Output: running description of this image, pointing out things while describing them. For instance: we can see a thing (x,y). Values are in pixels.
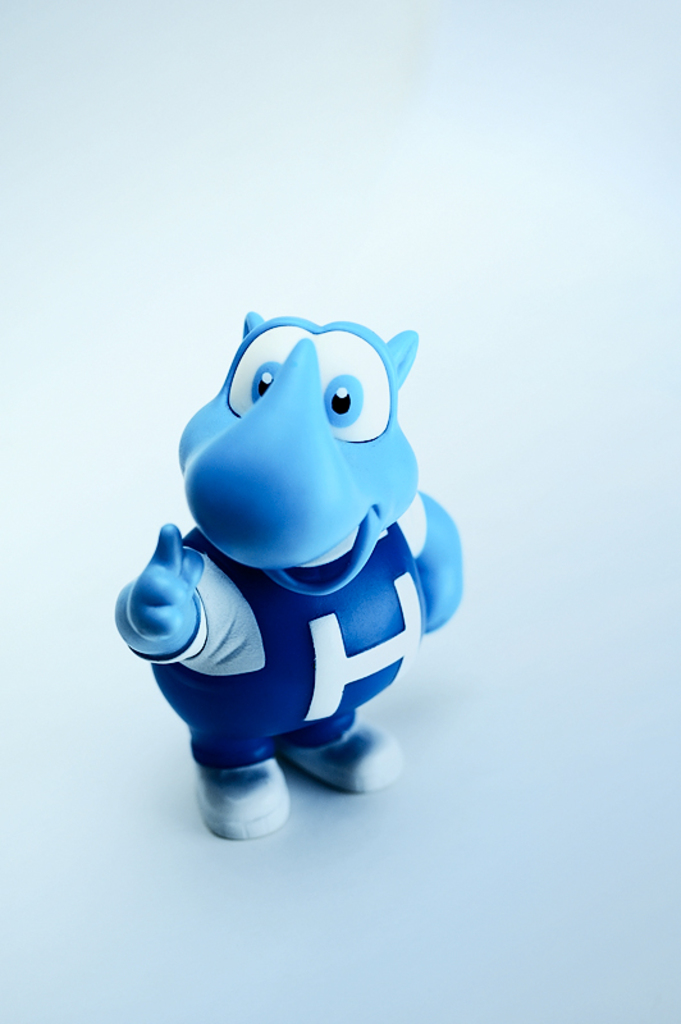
This image is an actual photograph. In this image the background (433,261) is white in color. In the middle of the image (362,437) there is a toy (291,490).
